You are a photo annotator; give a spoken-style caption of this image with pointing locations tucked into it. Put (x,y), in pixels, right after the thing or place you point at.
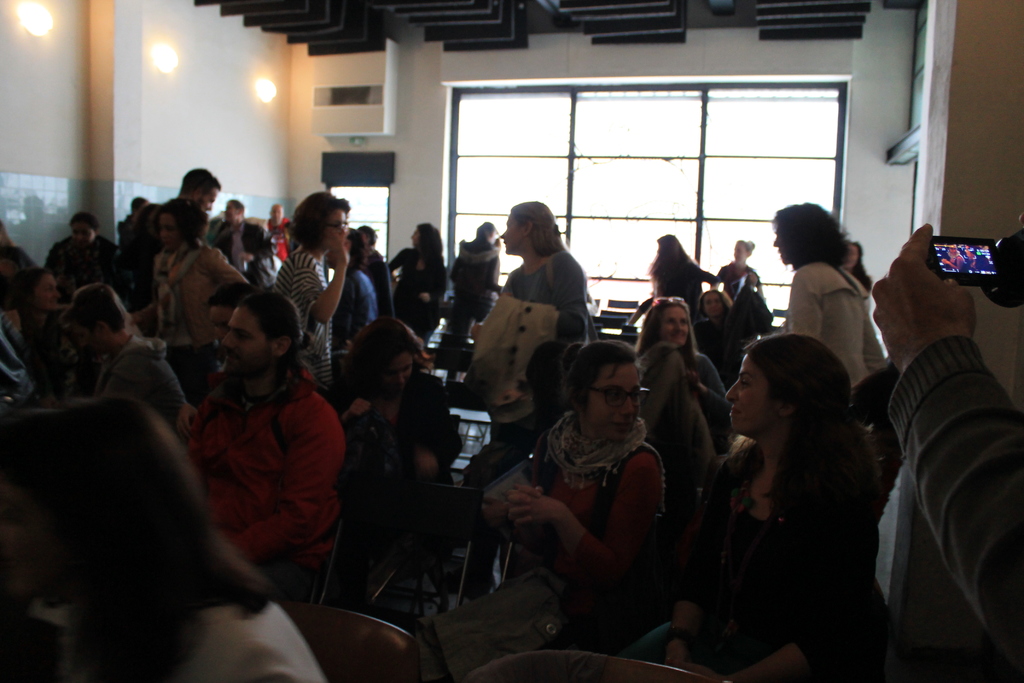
In this image we can see persons (246,491) sitting and standing on the floor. In the background (348,156) we can see walls (239,151), windows (711,159) and electric lights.
